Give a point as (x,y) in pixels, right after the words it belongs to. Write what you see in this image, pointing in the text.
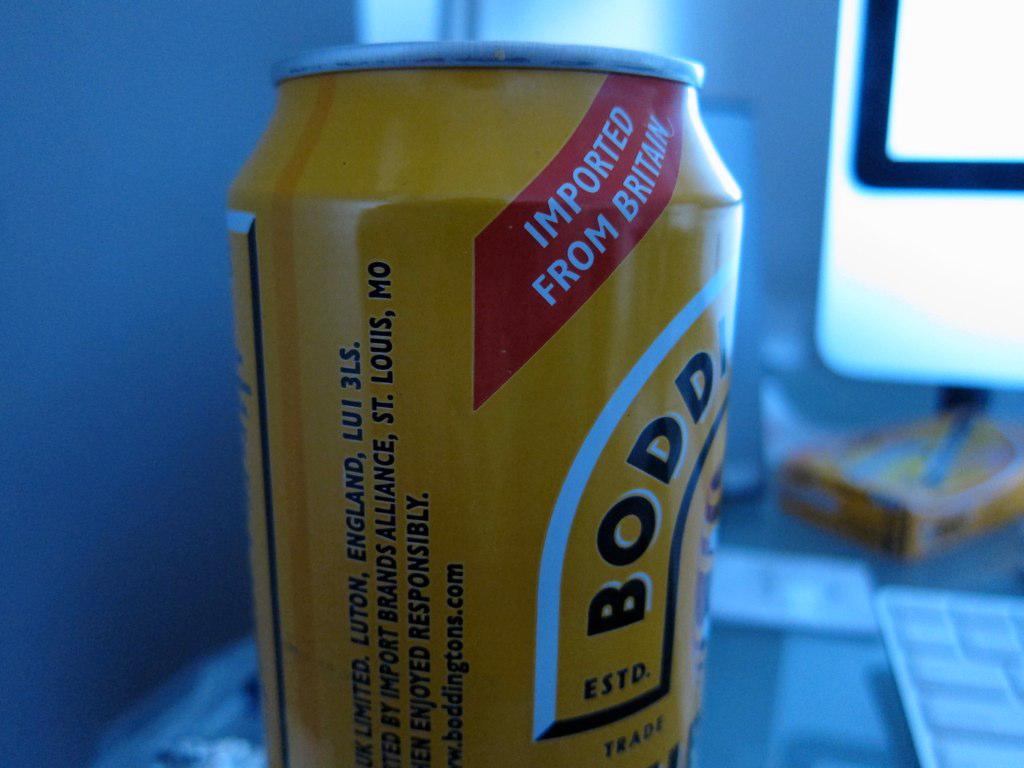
In the middle of the image (516,383) there is a yellow tin (467,470) with red label (532,339) and something written on it. At the right corner of the image (998,699) there is a monitor (903,32) and a keyboard (950,630).
